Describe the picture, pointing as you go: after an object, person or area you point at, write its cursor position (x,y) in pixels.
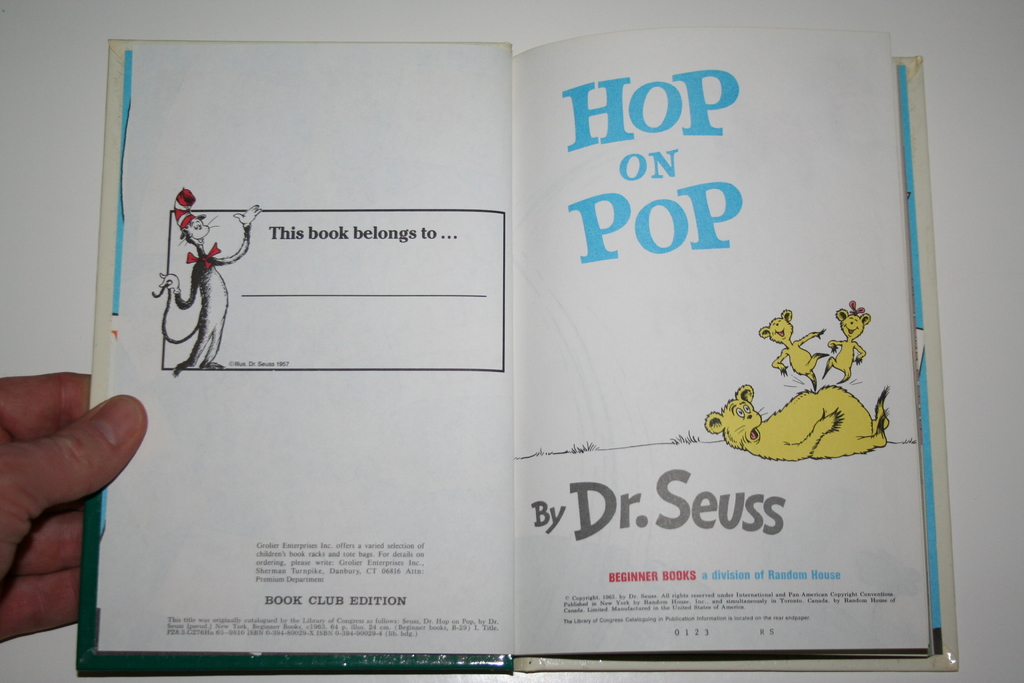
In this picture there is a person (55,591) holding the book (624,528). In the book (640,409) there are pictures (750,420) of animals (834,453) and there is a text (725,507). At the bottom (6,679) there is a white background (258,11).
